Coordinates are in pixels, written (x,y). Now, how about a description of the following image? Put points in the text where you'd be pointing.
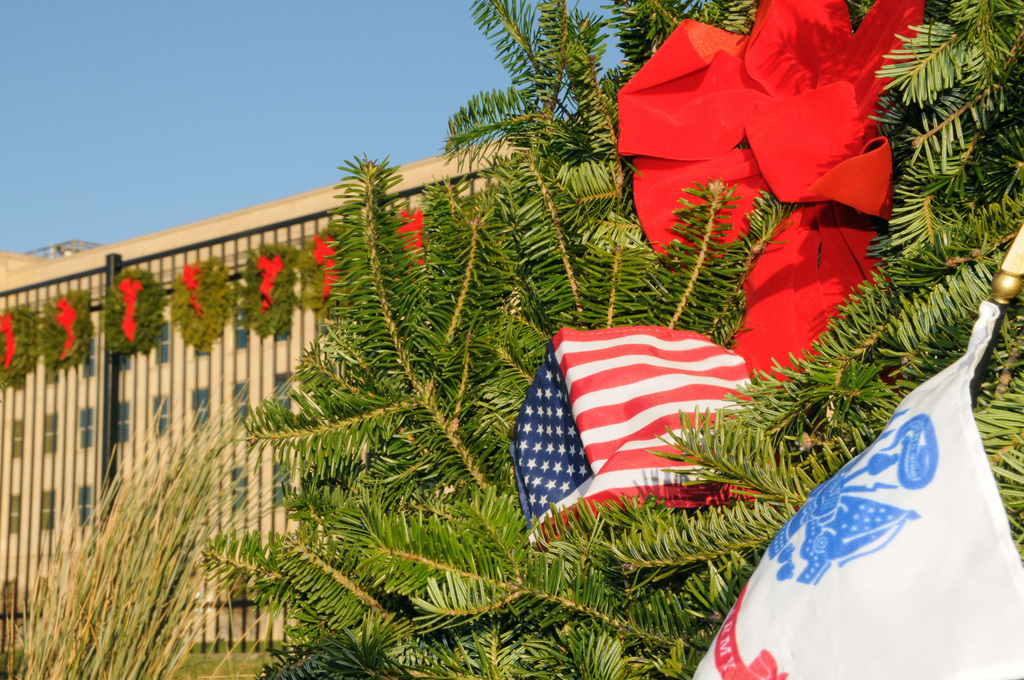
In the picture we can see a plant (270,664) to it, we can see a flag cloth (770,646) and a ribbon (802,131) and we can also see a building (154,244) decorated with a ribbon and we can also see a part of the sky (279,167).
